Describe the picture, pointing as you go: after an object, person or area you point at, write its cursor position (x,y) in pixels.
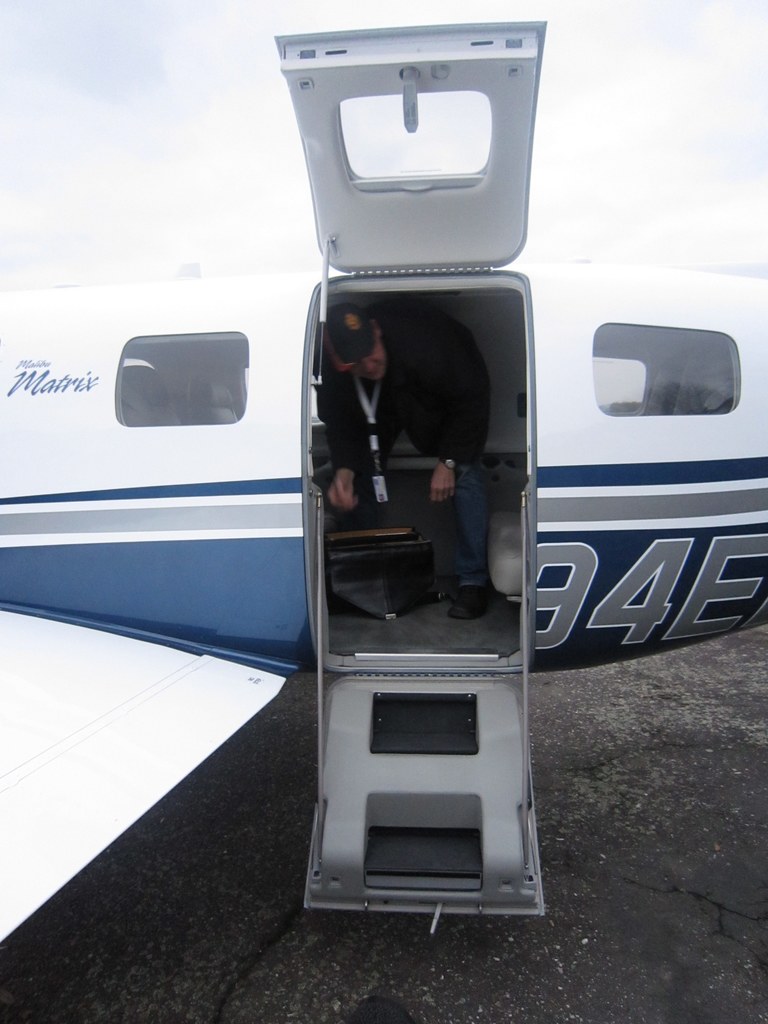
In this picture we can see an airplane (626,542), there is a person (444,478) in the airplane (616,331), we can see the sky (648,209) at the top of the picture (616,146).
